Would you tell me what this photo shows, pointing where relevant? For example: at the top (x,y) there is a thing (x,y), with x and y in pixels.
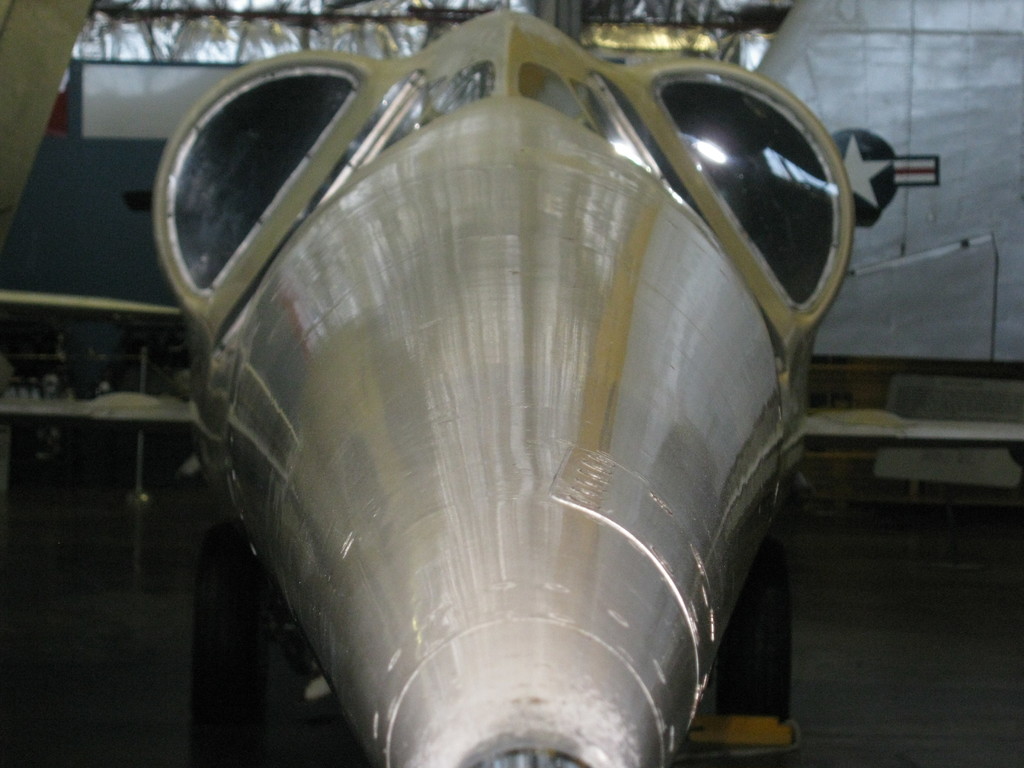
In this picture we can see a metal object (588,240) and in the background (134,370) we can see the logo (939,170) and some objects (872,127).
